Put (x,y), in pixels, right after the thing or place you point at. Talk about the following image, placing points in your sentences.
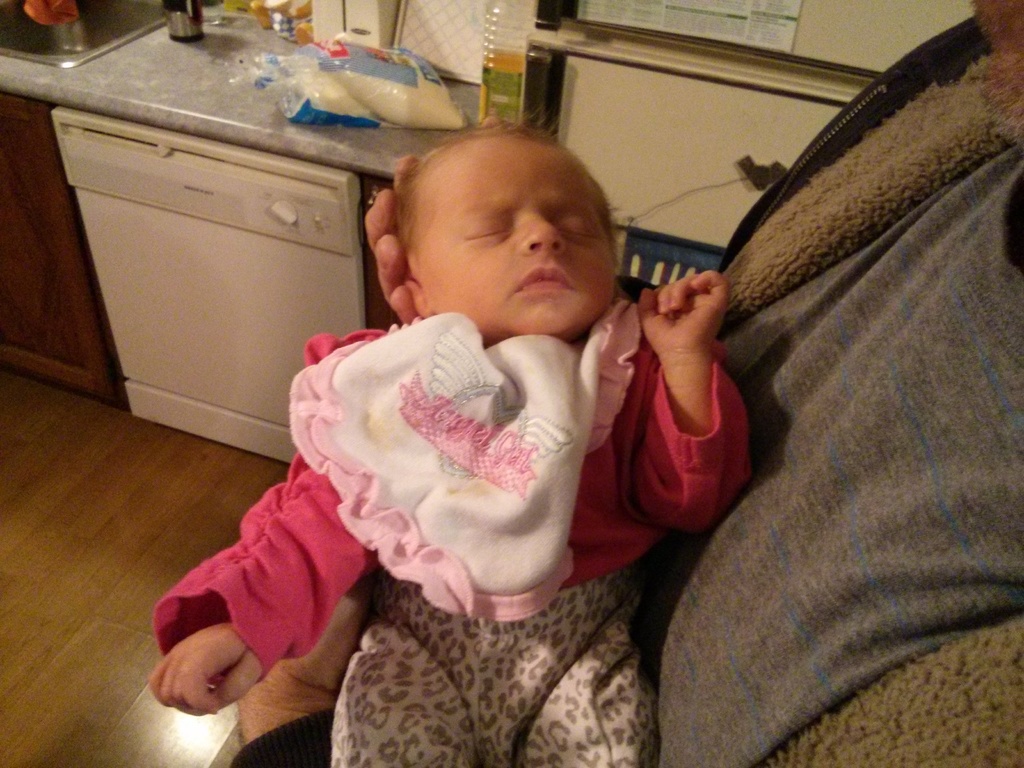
In this image we can see a person (769,422) holding a baby (525,441). Behind the person (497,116) we can see few objects (303,120) on a shelf (202,39), electronic gadgets (177,361) and a wall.
